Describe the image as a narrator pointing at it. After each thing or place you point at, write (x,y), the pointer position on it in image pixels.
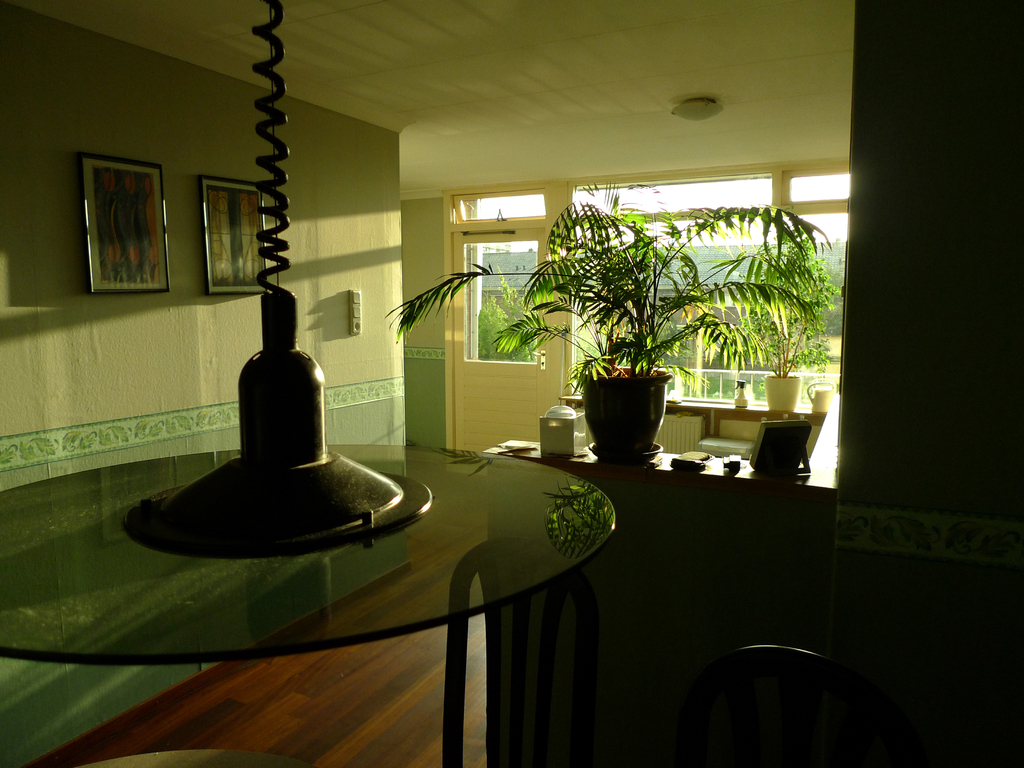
This is a picture of the inside of the house (383,326), in this picture in the foreground (223,512) there is one lamp (242,464) and on the right side (818,486) there is one table (709,465). On the table (810,485) there are some flower pots (604,414), photo frame (769,442) and some other objects (815,386) and in the center (502,287) there are some glass window (600,309) and a door (489,329). On the left side (159,371) there is a wall (67,240), on the wall (72,246) there are two photo frames (220,234). On the top (524,85) there is ceiling (597,107), at the bottom (312,702) there is a wooden floor (404,740).
